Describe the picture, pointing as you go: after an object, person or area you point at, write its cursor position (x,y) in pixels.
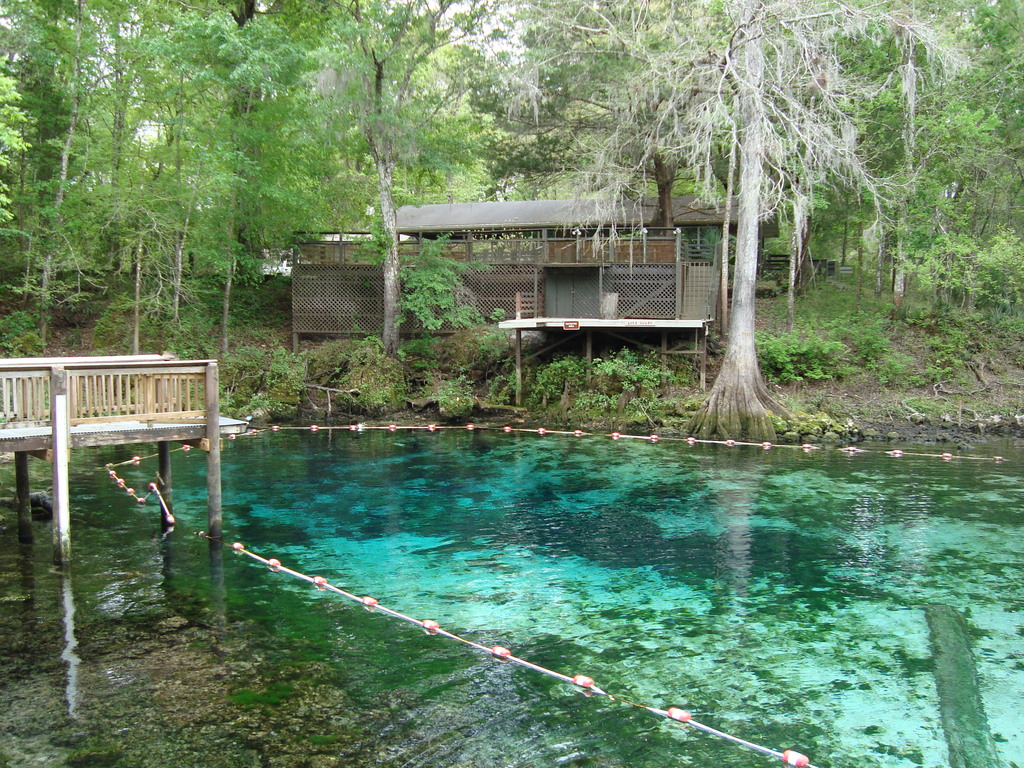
In this picture we can see water (471,554), few trees (425,85) and a house (491,247).
